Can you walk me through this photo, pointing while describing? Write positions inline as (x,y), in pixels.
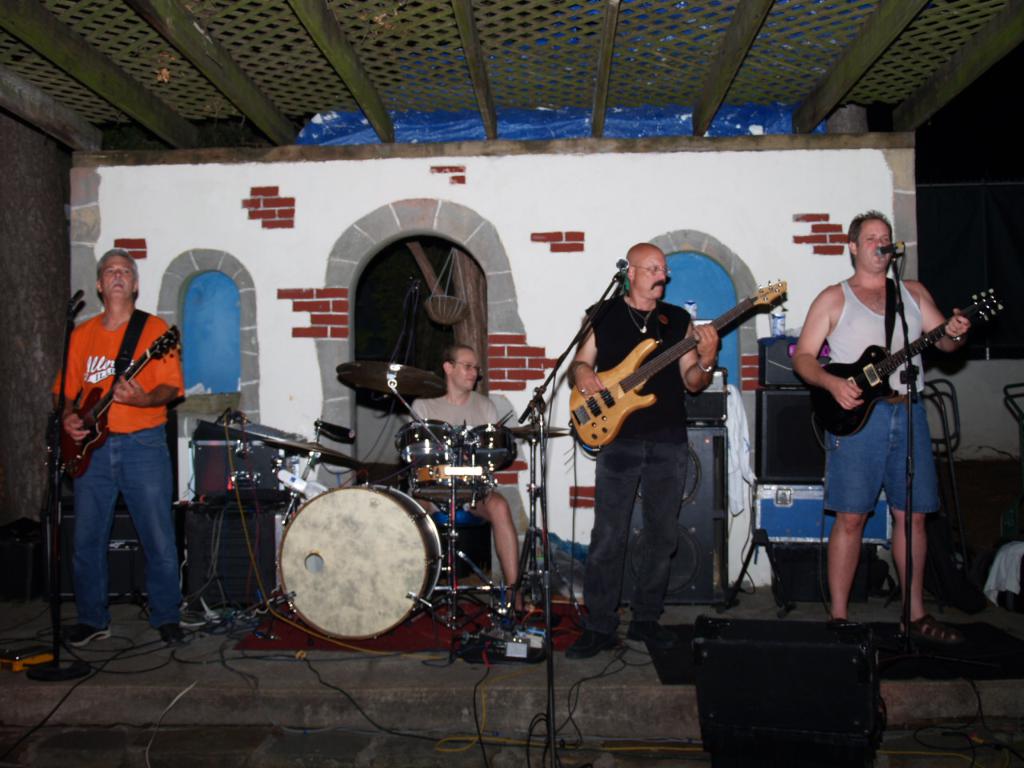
This are musicians (600,347). This 3 persons (603,455) are holding a guitar (880,352). In-front of them there is a mic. This person (450,386) is playing an musical instruments (462,464).
